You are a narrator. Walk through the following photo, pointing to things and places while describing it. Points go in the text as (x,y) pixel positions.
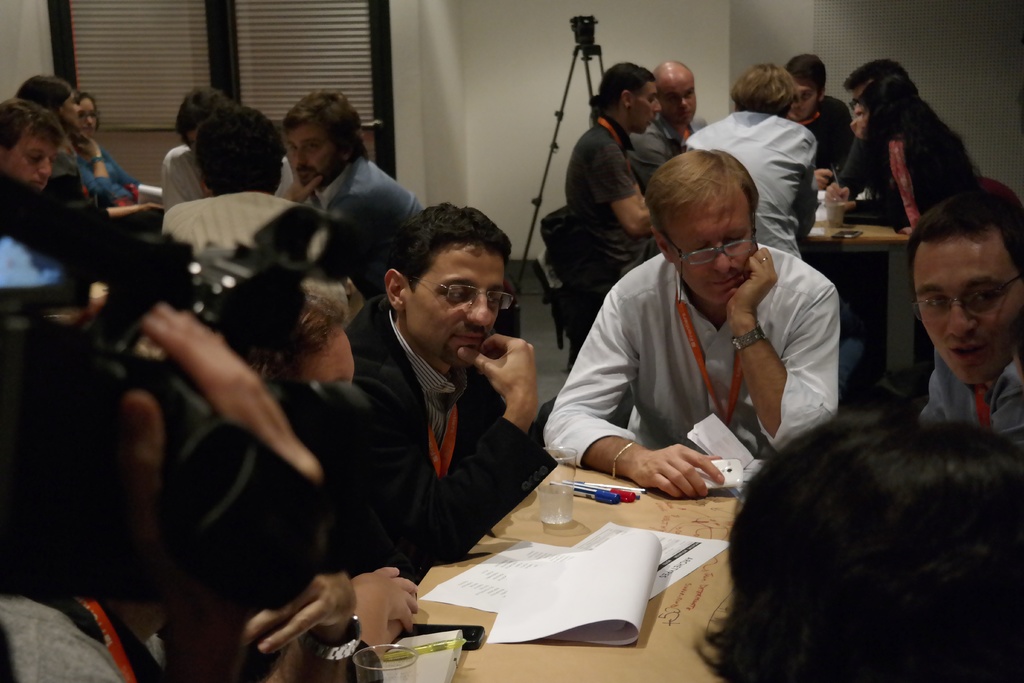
In the image there are different groups of people (590,164) sitting round the table (596,682) and they are discussing something, on the table (711,580) there are some papers (608,548), glass (566,510) and markers (610,489). There is a camera (579,36) kept in front of the wall (631,25) and on the left side (204,36) there is a door (202,23).
